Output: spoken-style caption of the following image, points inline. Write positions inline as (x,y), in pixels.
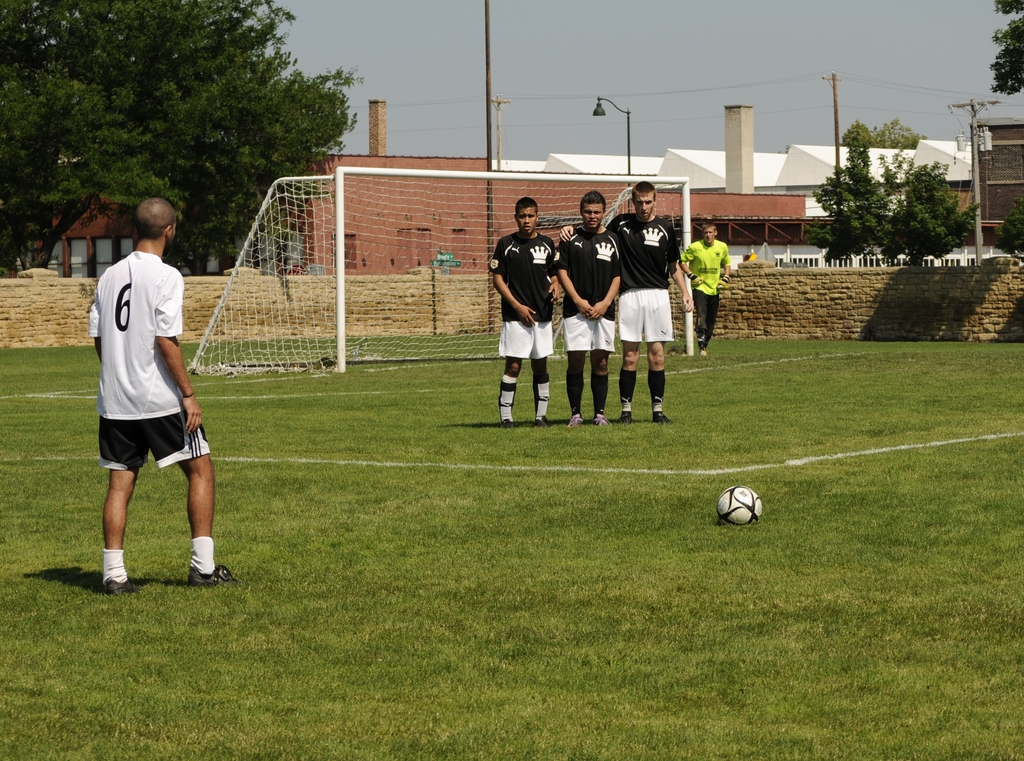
There are five persons (581,414) on the ground (617,623). This is grass (680,571) and there is a ball (732,489). In the background (263,352) we can see a mesh (275,355), wall (892,334), trees (298,150), poles (688,235), houses (789,161), and sky (622,68).
